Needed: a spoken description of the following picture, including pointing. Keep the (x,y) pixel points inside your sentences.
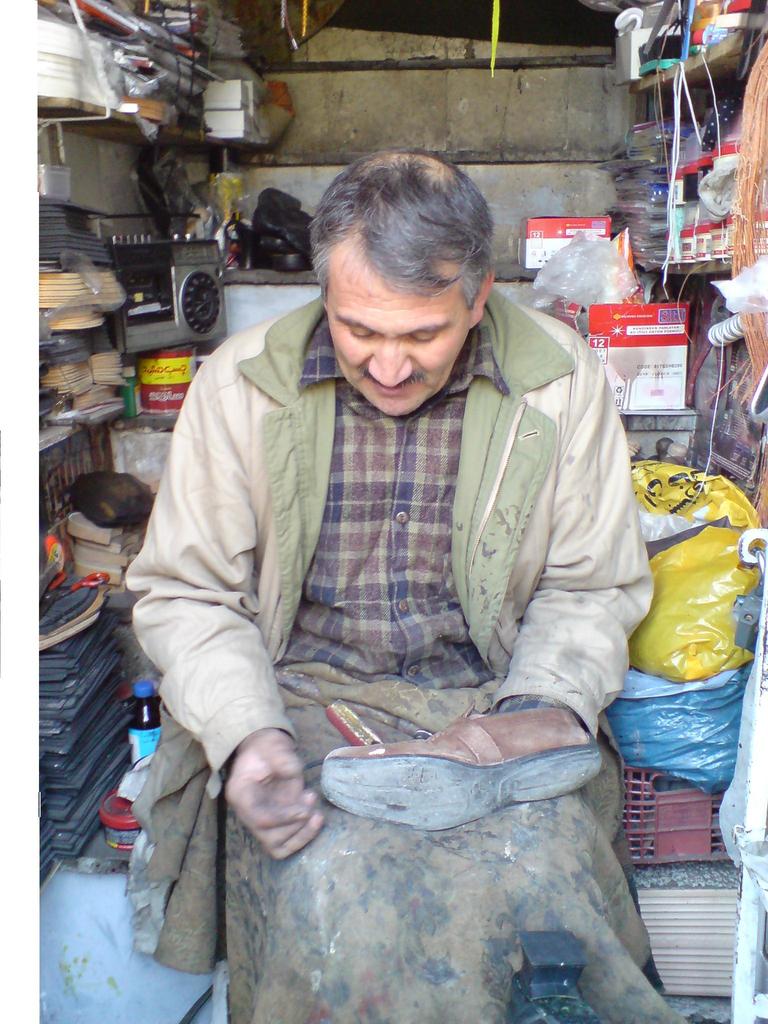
In the center of the picture (288,428) we can see a person (406,698) holding shoe (537,742), he is sitting in a small store (704,111). On the left (93,661) there are shoe sole (94,622), tape recorder (159,321) and other objects (119,488). On the right (623,737) there are covers (683,471), boxes (611,331), threads (756,123) and other objects (665,201). In the background (465,111) it is wall (351,131).
